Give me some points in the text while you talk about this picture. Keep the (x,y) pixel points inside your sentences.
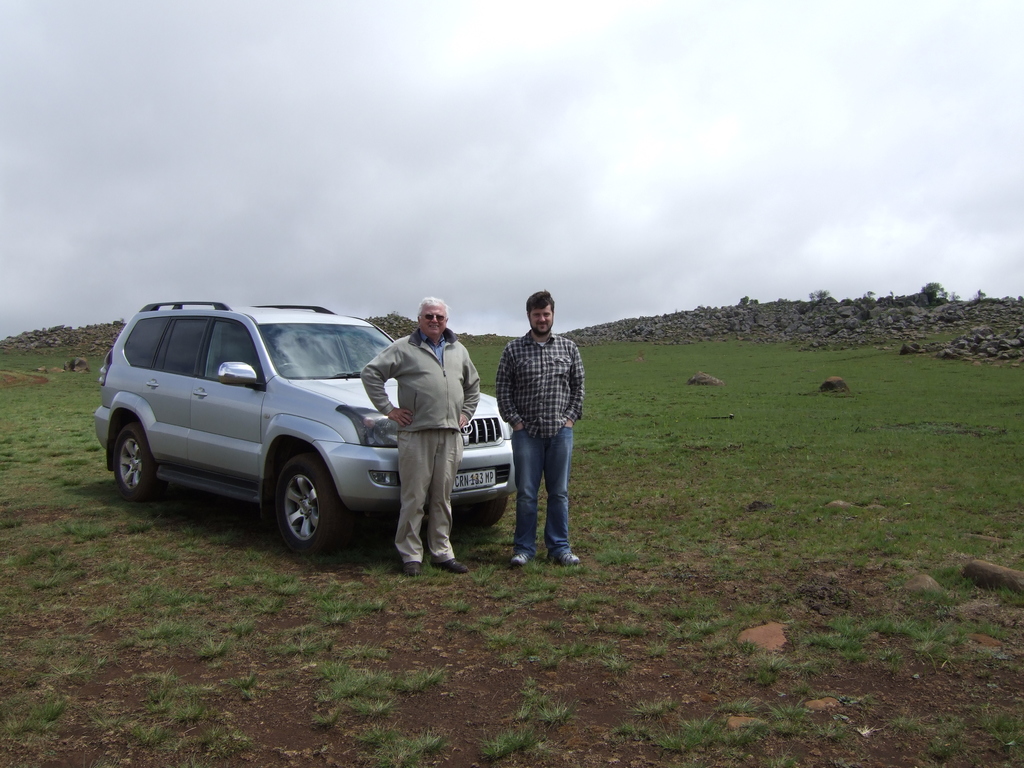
In the middle of the image (535,308) two persons (438,320) are standing and smiling. Behind them there is vehicle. Behind the vehicle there is grass (852,471) and hill (998,307). At the top of the image (954,39) there are some clouds (481,267) and sky (144,49).
